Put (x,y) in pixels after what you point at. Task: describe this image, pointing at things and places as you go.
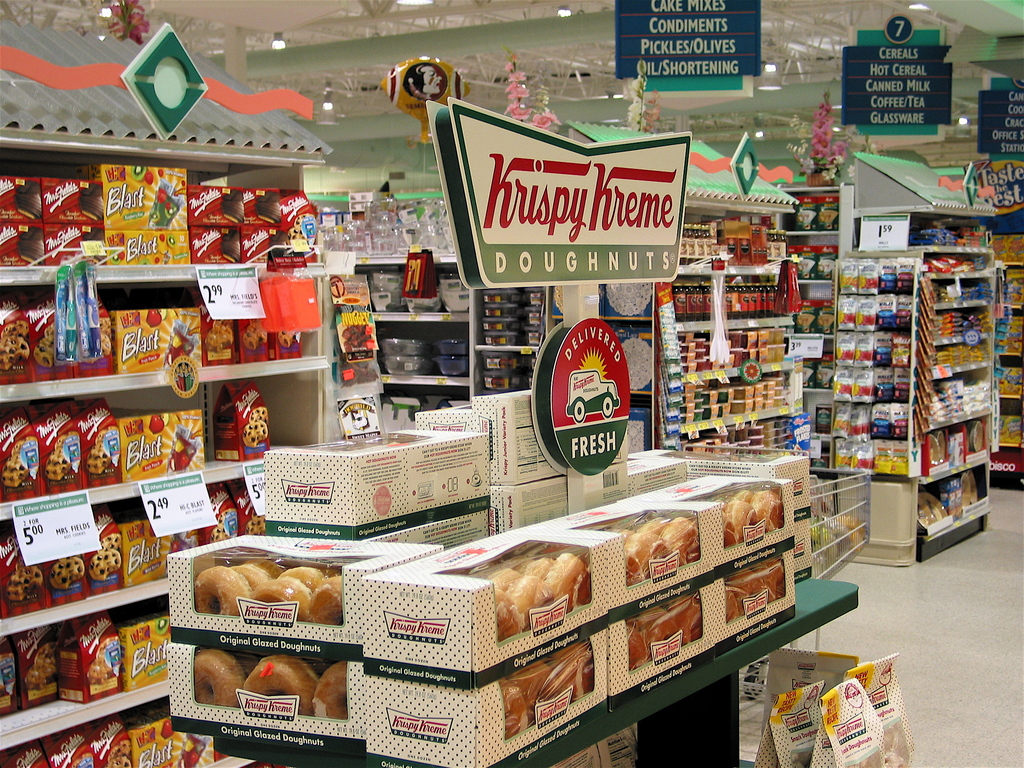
In this image I can see the floor (949,632), few racks (912,446) and number of objects (842,389) in the racks (917,385). I can see few boards (470,105), the ceiling (423,37), few metal rods (554,65) and few lights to the ceiling (295,8).
